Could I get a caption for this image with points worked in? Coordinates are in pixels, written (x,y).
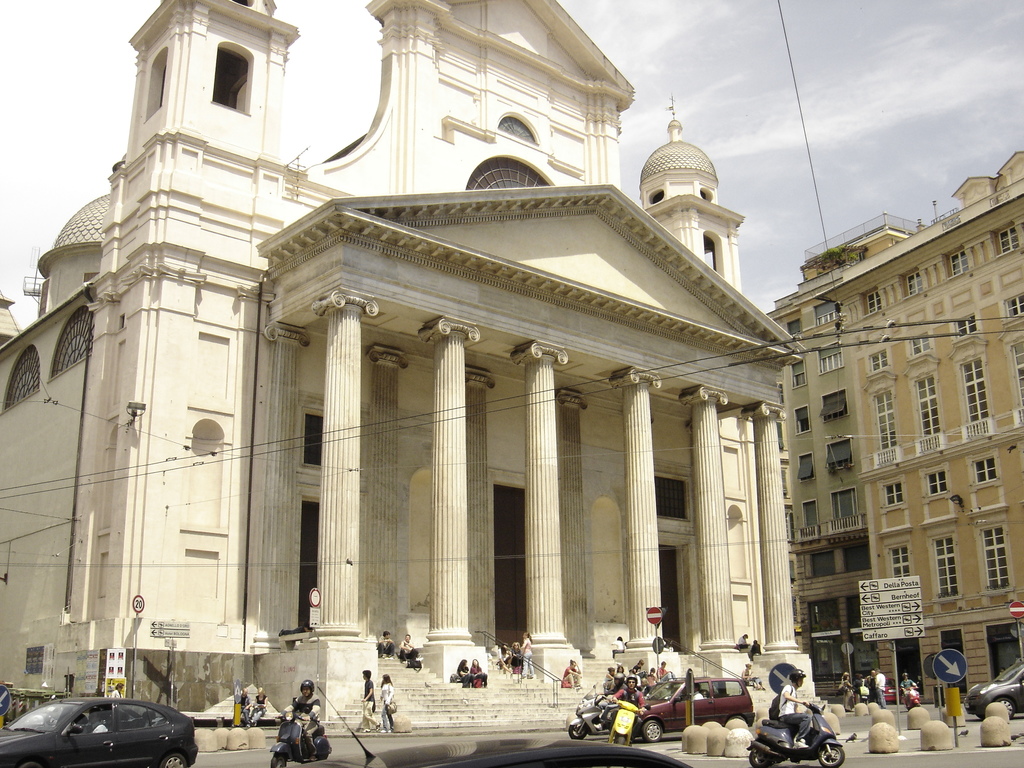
In this image we can see buildings (471,438), there are some pillars (471,438), windows (70,326), people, poles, stairs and vehicles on the road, also we can see the poles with sign boards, in the background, we can see the sky (816,22) with clouds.
